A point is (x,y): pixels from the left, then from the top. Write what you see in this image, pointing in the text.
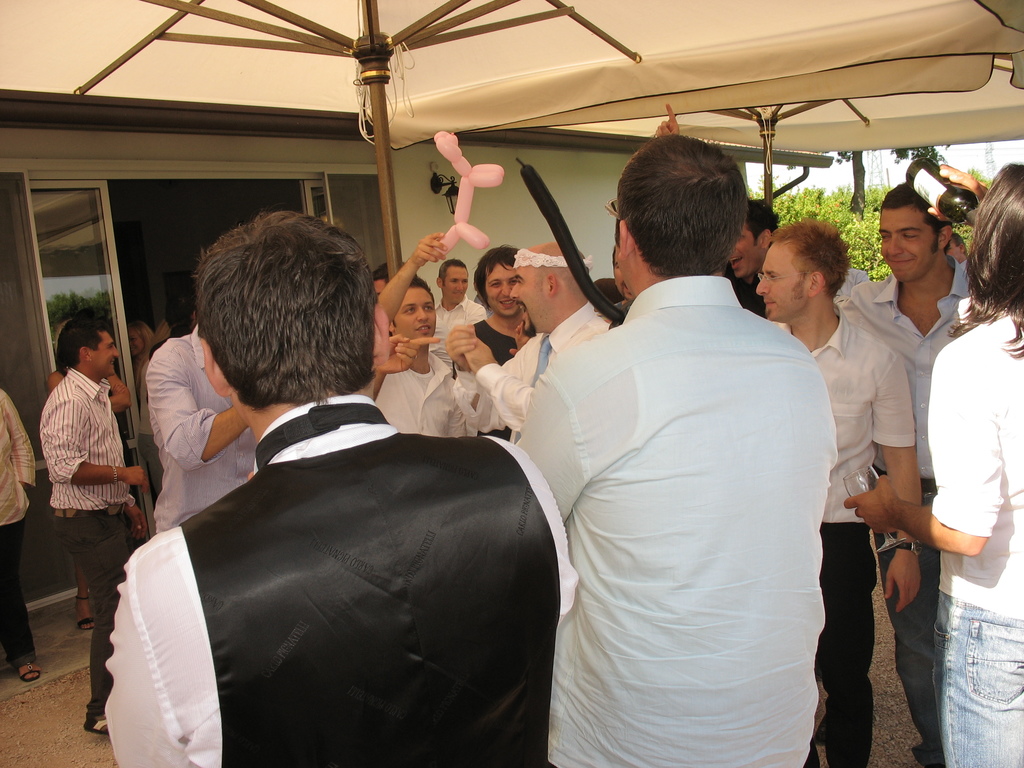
In this image we can see people (215,368) standing. At the top of the image (590,114) there is a white color cloth (572,36) with rods (436,20). In the background of the image (423,171) there is a wall (436,210). There is a door (49,238). There are trees (841,215).
